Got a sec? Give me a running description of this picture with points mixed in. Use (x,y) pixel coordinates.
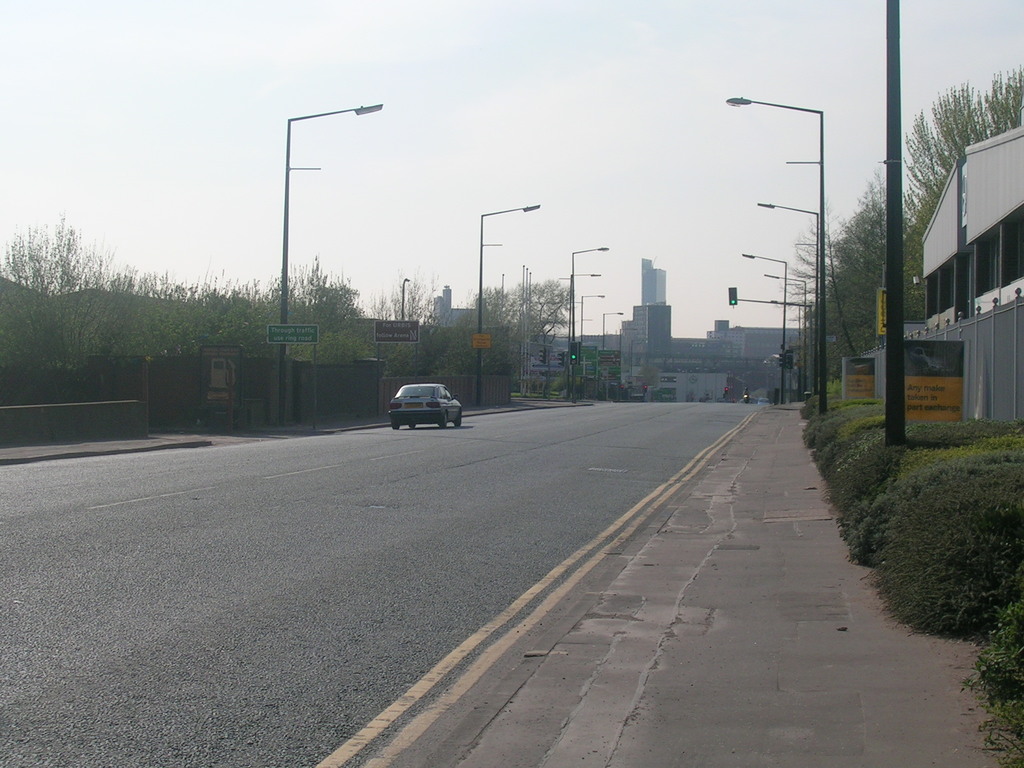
In this image we can see a car (422,412) on the road (398,535). On the left side of the image (96,428) we can see street lights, wall (99,411), footpath (103,442) and trees (153,322). On the right side of the image (778,615) we can see footpath (790,620), plants (943,488), building (931,268), trees (859,265) and street lights (784,314). In the background (706,378) there are buildings (622,335) and sky (607,253).
